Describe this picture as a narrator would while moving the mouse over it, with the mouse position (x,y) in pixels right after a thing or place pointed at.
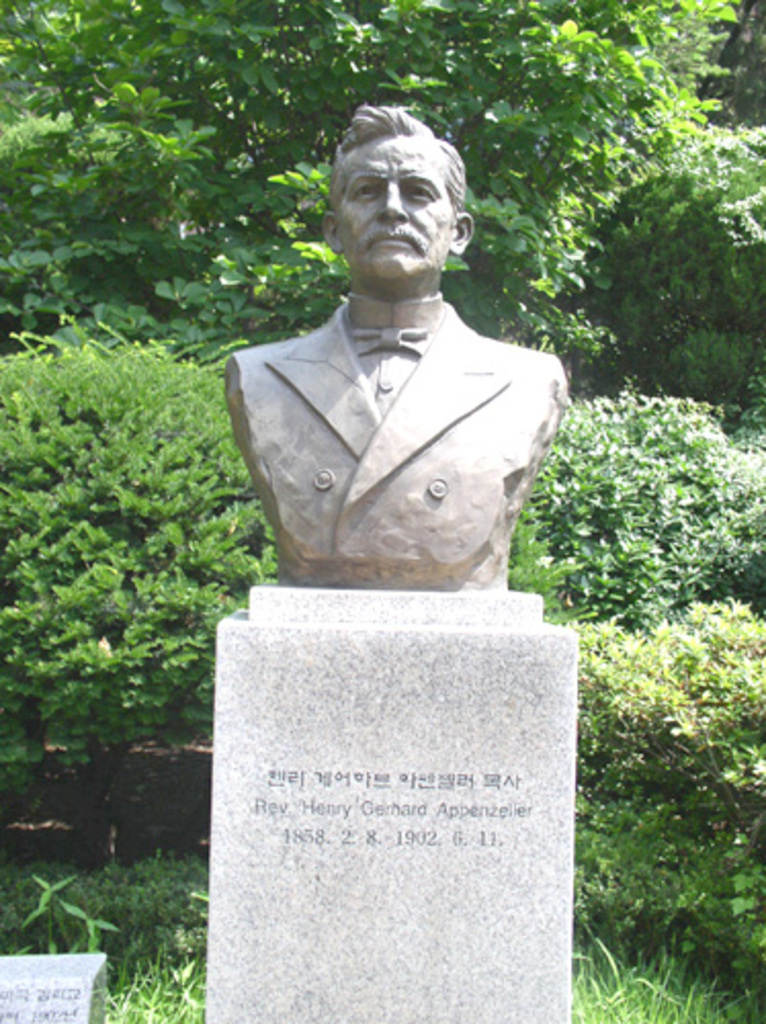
In this picture we can see a statue (407,486), in the background (324,314) we can find few trees (220,213).
